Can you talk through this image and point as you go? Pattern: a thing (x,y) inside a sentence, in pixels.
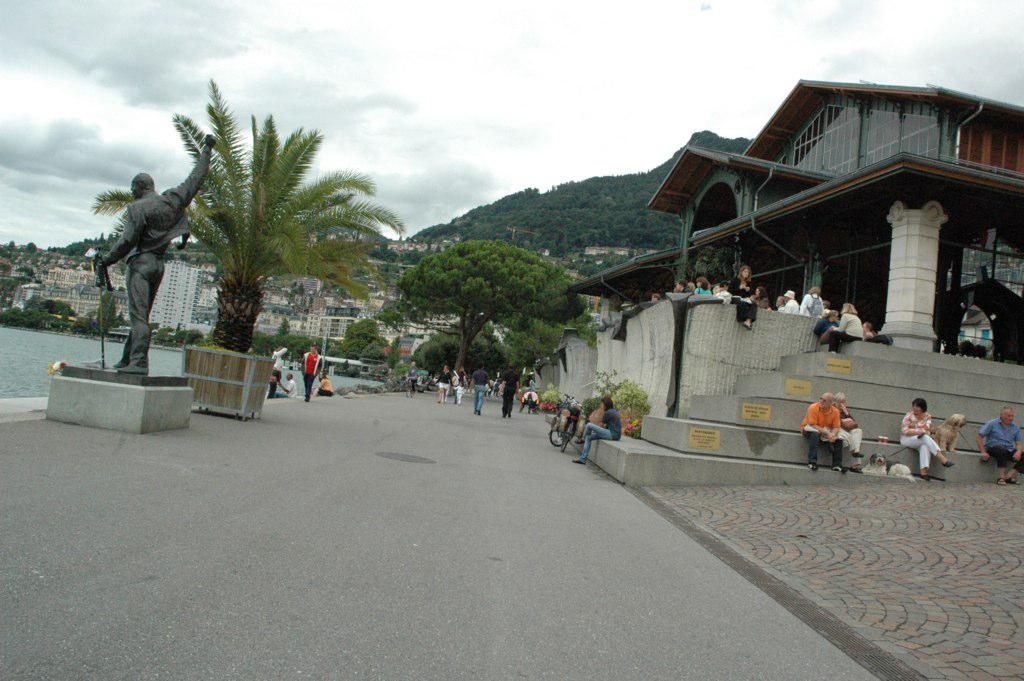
In this image I can see a road (396,426) in the centre (455,419) and on it I can see few people (512,402) are standing. On the right side of this image (894,410) I can see a building (842,233), stairs (762,423) and few more people (825,307) are sitting on the right side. In the background (538,284) I can see number of trees (457,252), water (30,356), number of buildings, clouds (393,195) and the sky (575,85). In the front (187,220) I can see a sculpture (188,193) on the left side (181,231) and on the right side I can see a bicycle (550,417) and few plants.
